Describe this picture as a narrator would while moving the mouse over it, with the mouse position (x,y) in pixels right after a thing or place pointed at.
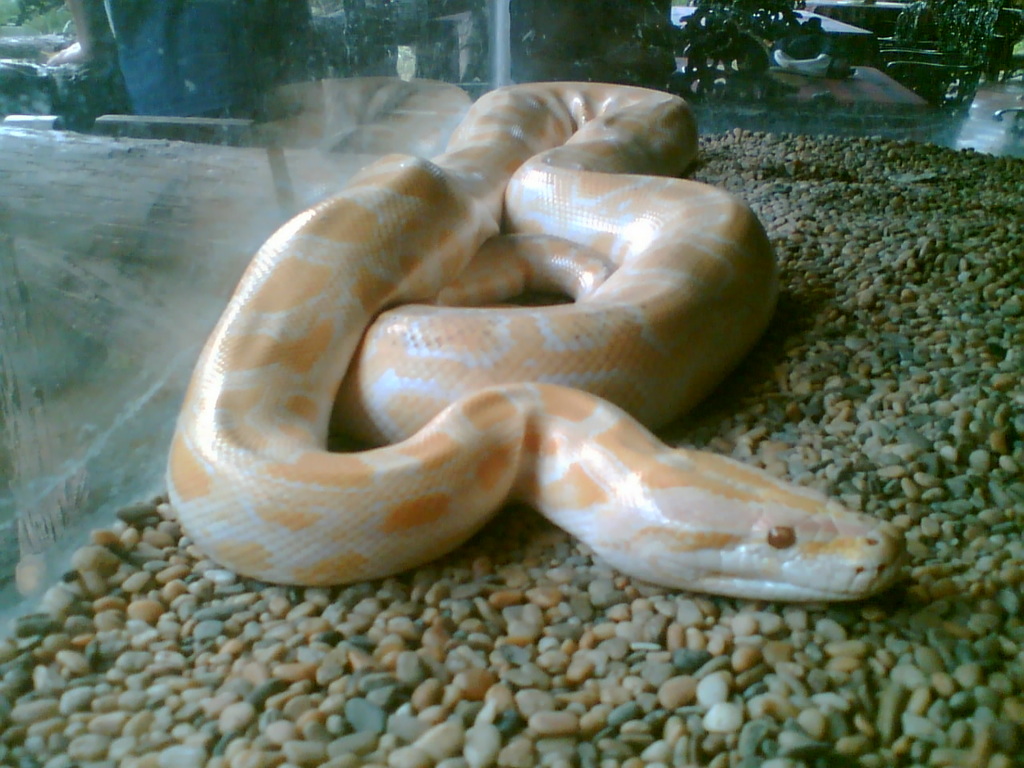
In this image we can see a snake (508,175) on the stones (793,648) which is kept in the glass box (1,240). Through the glass box (837,113) we can see the chairs (741,57) and tables (774,79).
